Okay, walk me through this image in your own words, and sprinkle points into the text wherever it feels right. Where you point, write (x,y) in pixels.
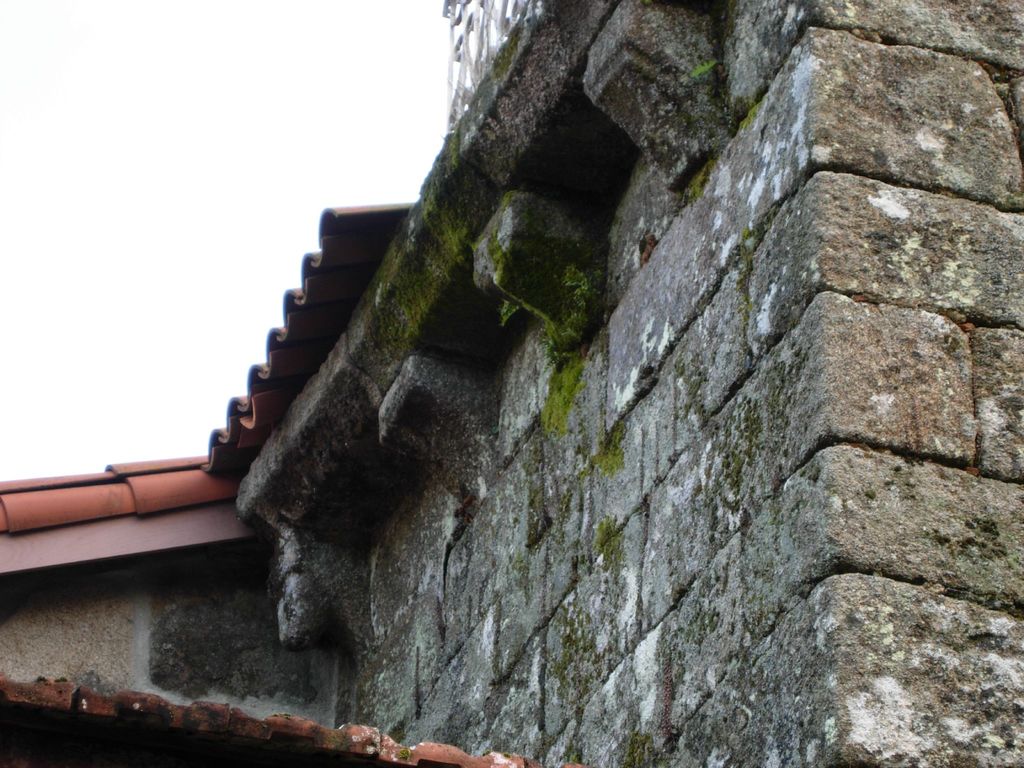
In this image we can see one truncated house (464,434) with roof (196,522), one white object (475,32) at the top of the house (532,23) in the middle of the image (428,267), it looks like green color fungus (453,226) on the house wall (607,546) and at the top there is the sky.
